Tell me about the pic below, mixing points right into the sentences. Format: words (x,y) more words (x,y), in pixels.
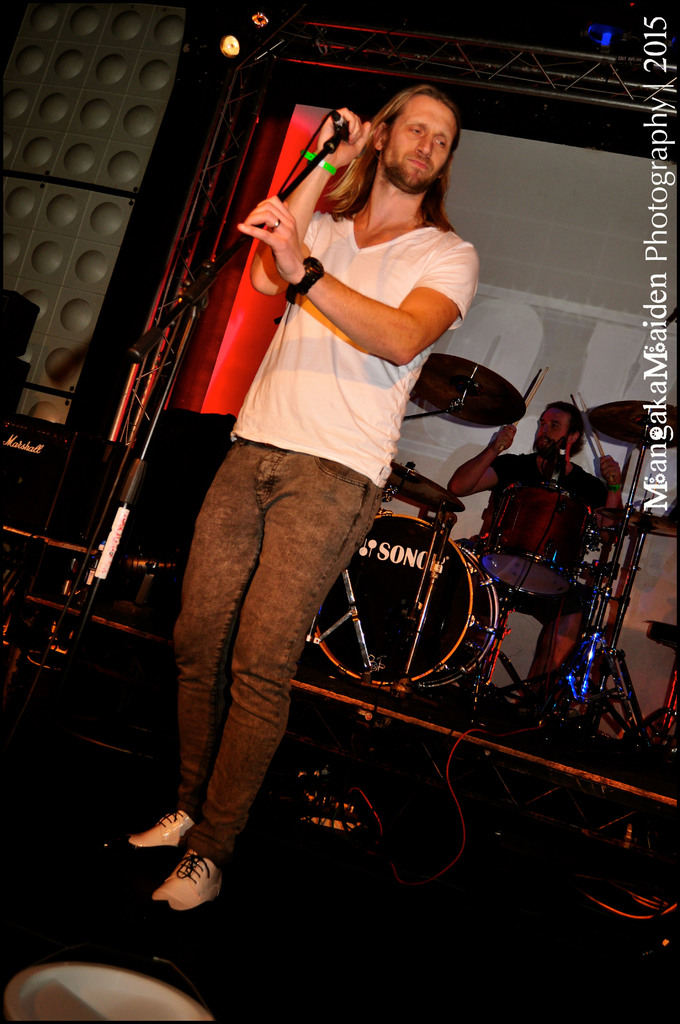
In this image we can see a person (446,256) wearing white T-shirt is standing here and holding the mic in his hands (294,247). In the background (665,524), we can see a person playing the drums (555,543), we can see speakers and show lights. Here we can see the watermark (659,48) on the right side of the image (656,347).
